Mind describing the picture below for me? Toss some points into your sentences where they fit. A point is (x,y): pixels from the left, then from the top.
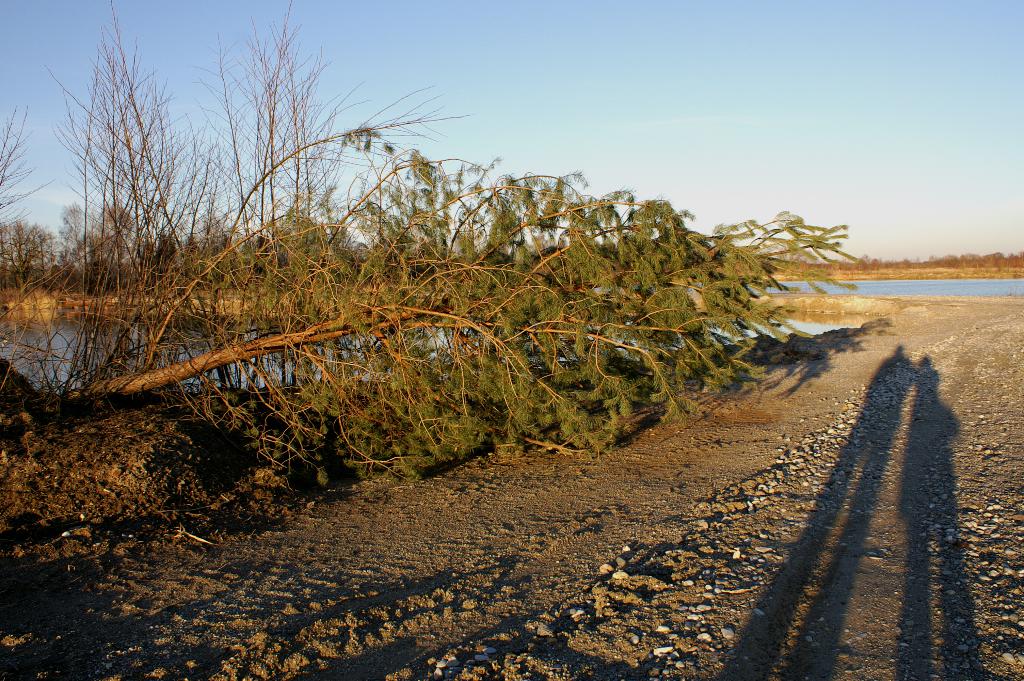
In this picture I can see some trees (333,316) and water pond (241,321).
